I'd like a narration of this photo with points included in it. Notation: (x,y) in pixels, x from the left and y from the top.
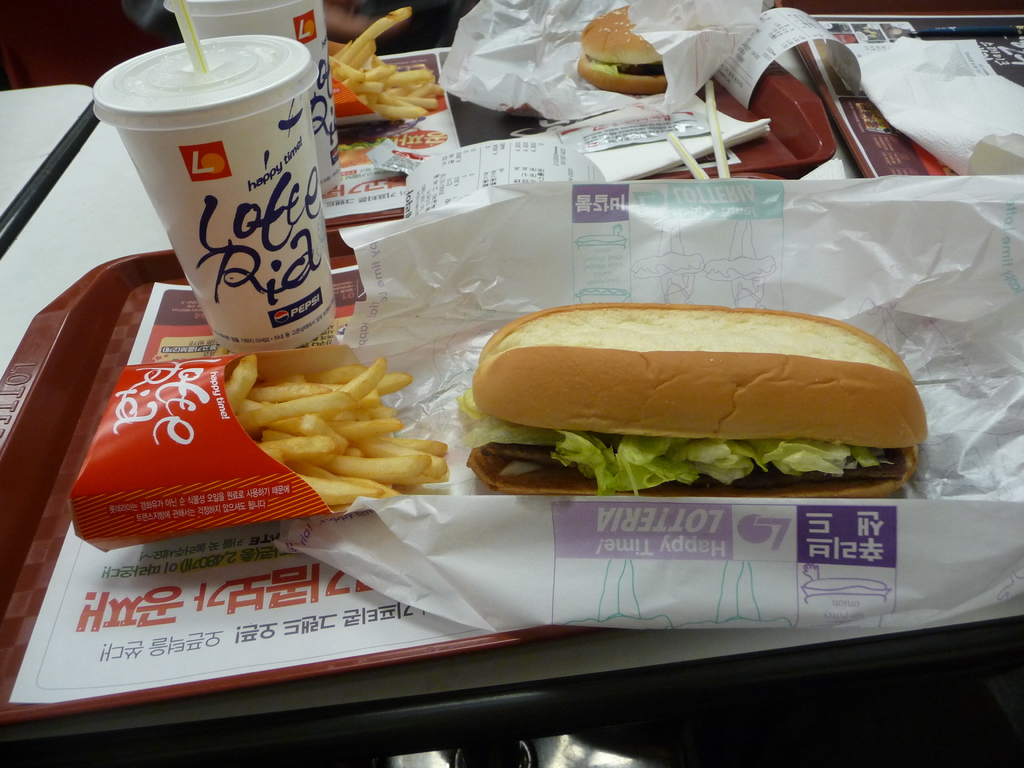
In the image in the center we can see one table (618,668). On table (564,661), we can see plates (799,140), tissue papers (912,119), cool drink glasses (167,173), hot dogs (600,337), sauce packets (399,171), bill paper (441,182), french fries (385,430) and few other objects (967,559).
